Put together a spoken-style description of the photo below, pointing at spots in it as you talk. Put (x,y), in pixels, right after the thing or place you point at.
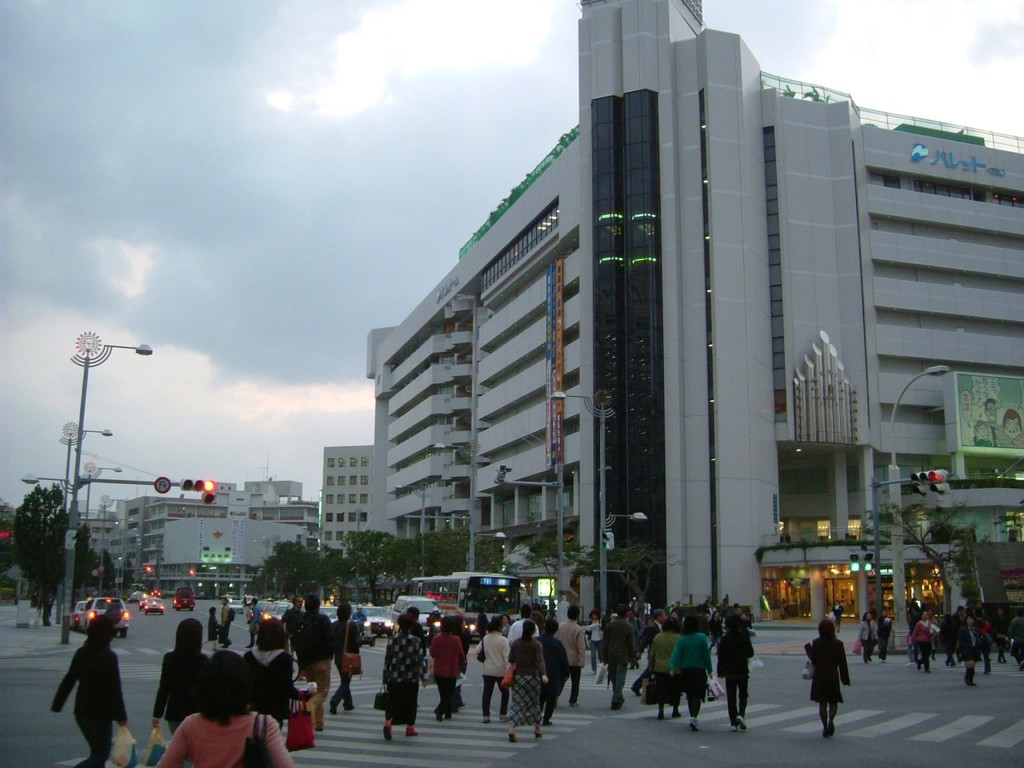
In this picture we can see some people (232,693) walking on the road (378,729) and on the road (349,714) there are some vehicles (137,594). On the left side of the people (186,649) there are poles (83,421) with lights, a sign board (164,483) and traffic signals (210,494). On the right side of the people (410,639) there are trees (539,558) and buildings (524,465). It looks like a hoarding (962,427) and a name board (951,151) attached to the building (697,378). Behind the buildings (413,435) there is the sky (252,208).
